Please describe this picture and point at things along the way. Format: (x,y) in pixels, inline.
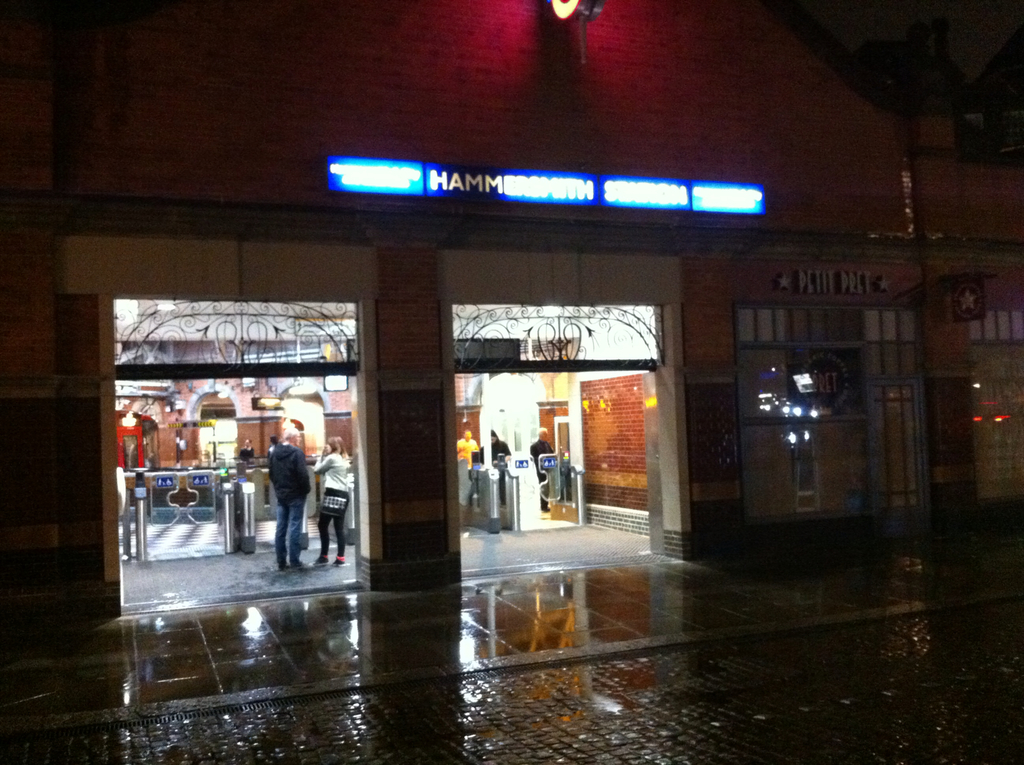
This picture is outside view of a station (412,536). Here we can see access control gates (231,509) and some persons (283,519) are there. At the top of the image (482,163) naming board (414,178), wall (389,118), light (593,4) are present. At the bottom of the image (758,706) floor (735,716) is there. In the middle of the image (620,437) wall (618,450) is present.
